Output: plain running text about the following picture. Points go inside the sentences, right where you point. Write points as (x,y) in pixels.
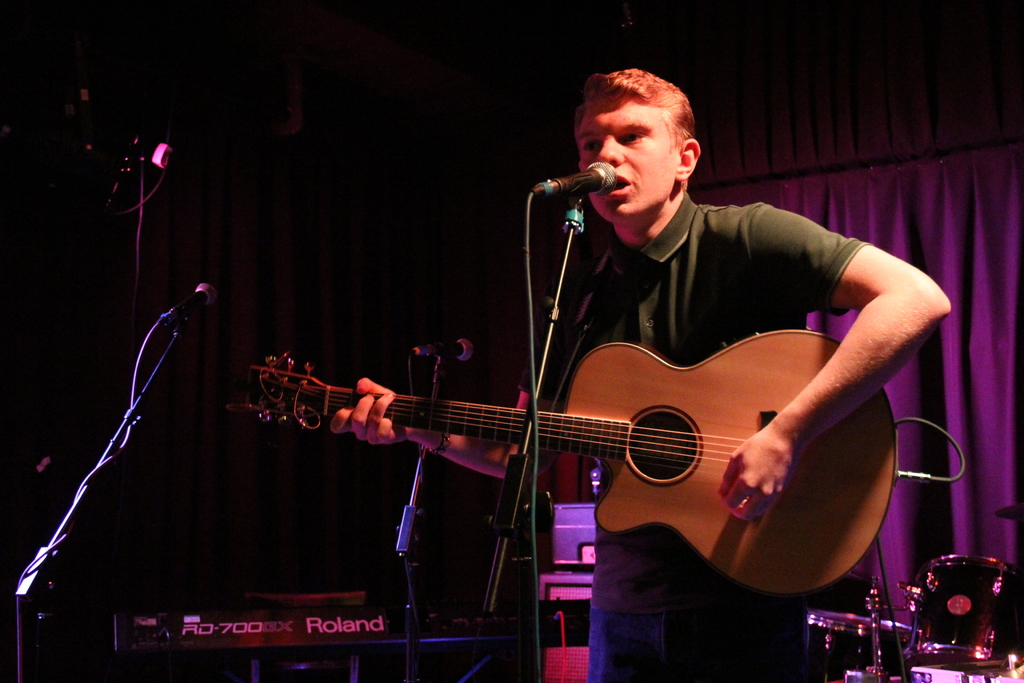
In the image we can see there is a man (745,458) who is holding a guitar (607,429) and he is singing in front of the mike (605,167) and there is a stand (510,522) to a mike (585,185) and beside the man (553,349) there is another mike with a stand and over here we can see there is a casio (349,613) and at the back (913,615) there is a drum set (982,635).
